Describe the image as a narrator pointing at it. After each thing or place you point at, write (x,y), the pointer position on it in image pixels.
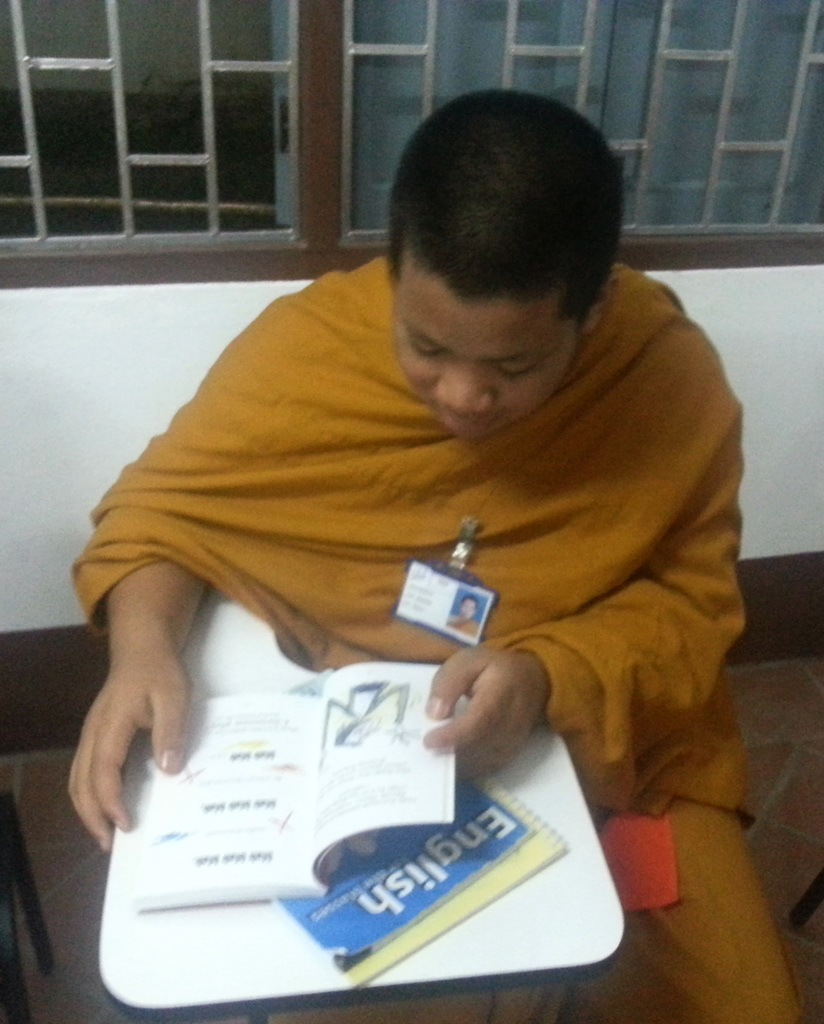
In the foreground of this image (588,653), there is a man (567,584) sitting on a study chair (486,939) on which few books (402,863) are placed and he is also having a ID card (437,584) to his clothes (497,511). In the background (764,397), there is a wall (790,282), window (693,93) and the floor (788,721).
